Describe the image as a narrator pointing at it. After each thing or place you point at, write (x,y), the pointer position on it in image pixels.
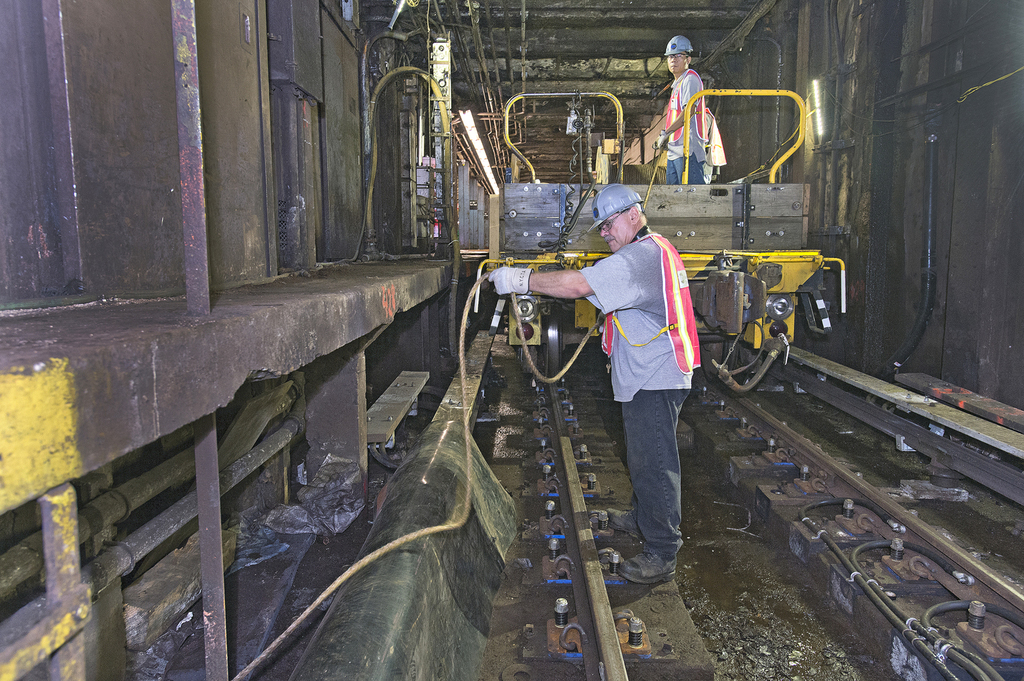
In this picture we can see a person (514,275) holding a pipe (255,667) in his hand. There is a man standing on a vehicle (554,202). We can see a railway track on the path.
